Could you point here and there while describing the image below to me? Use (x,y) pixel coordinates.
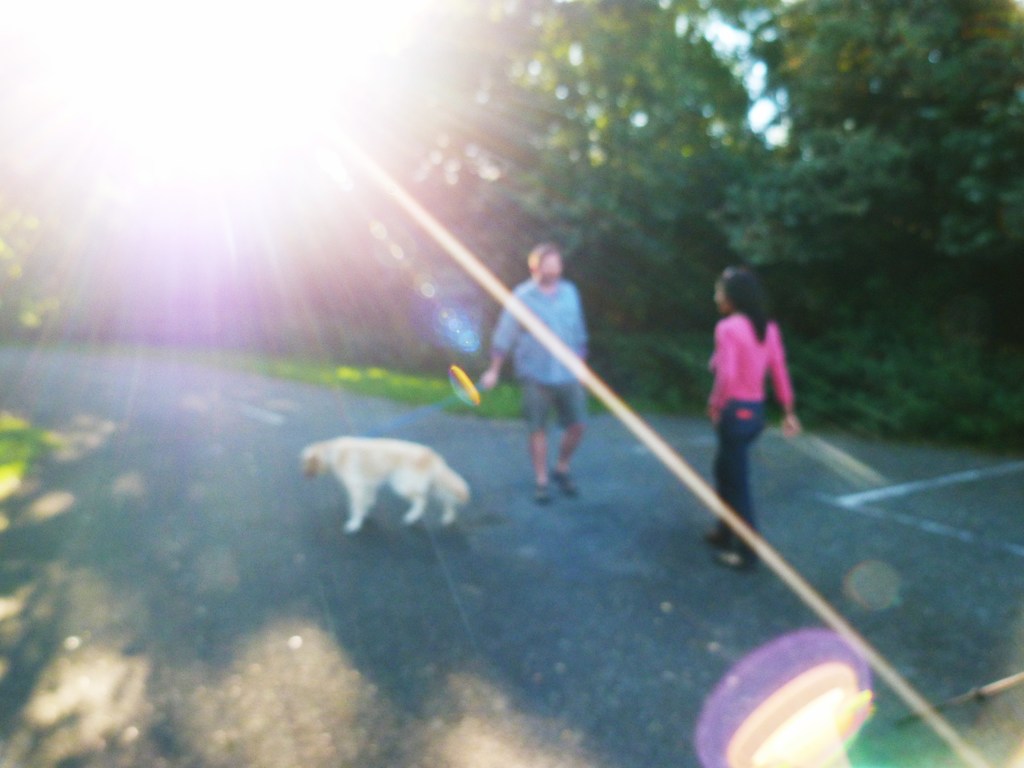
In this image we can see two persons (581,351) and there is a dog (407,461) on the road (441,438) and there are some trees (618,197) and we can see the sunlight (316,191) and the image is blurred.
